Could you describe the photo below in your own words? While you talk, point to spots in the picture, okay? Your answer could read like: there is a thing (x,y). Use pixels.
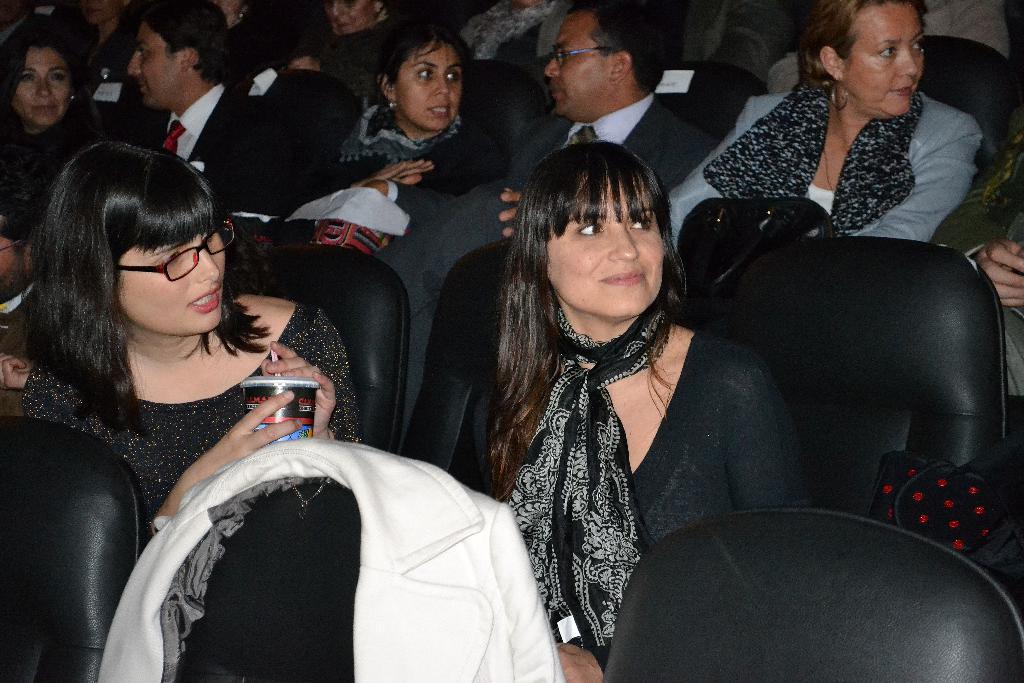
Here people (598,287) are sitting on the chairs (718,552).
